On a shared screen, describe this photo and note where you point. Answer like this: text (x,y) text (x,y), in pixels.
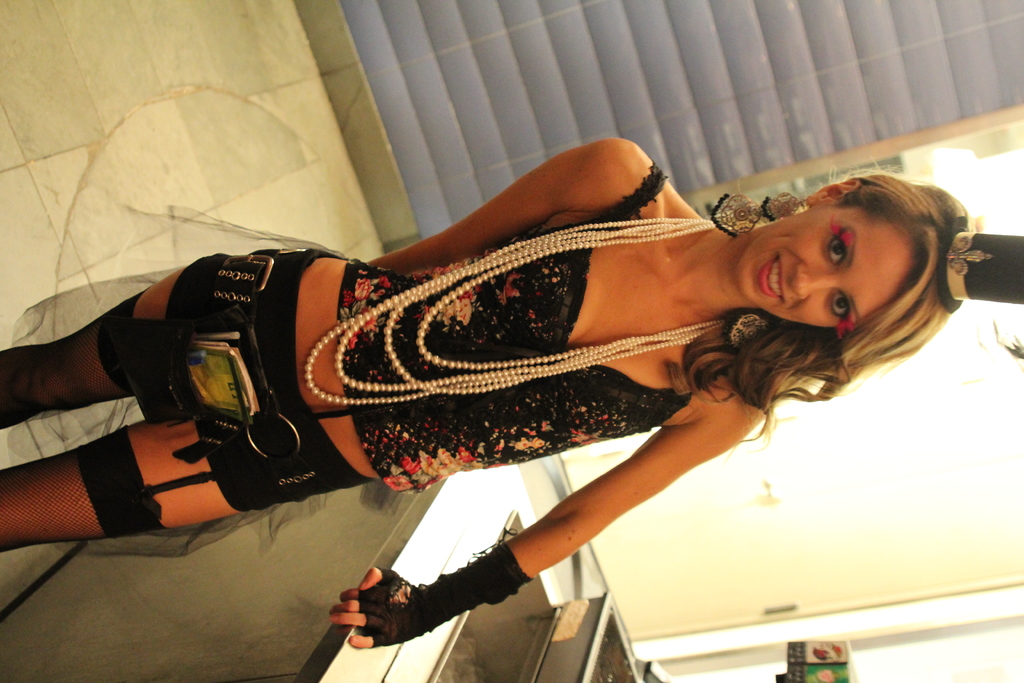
There is one woman (415,403) present in the middle of this image (502,345). We can see a wall (882,413) in the background (858,157). There is an object (313,582) present at the bottom of this image (557,629).
